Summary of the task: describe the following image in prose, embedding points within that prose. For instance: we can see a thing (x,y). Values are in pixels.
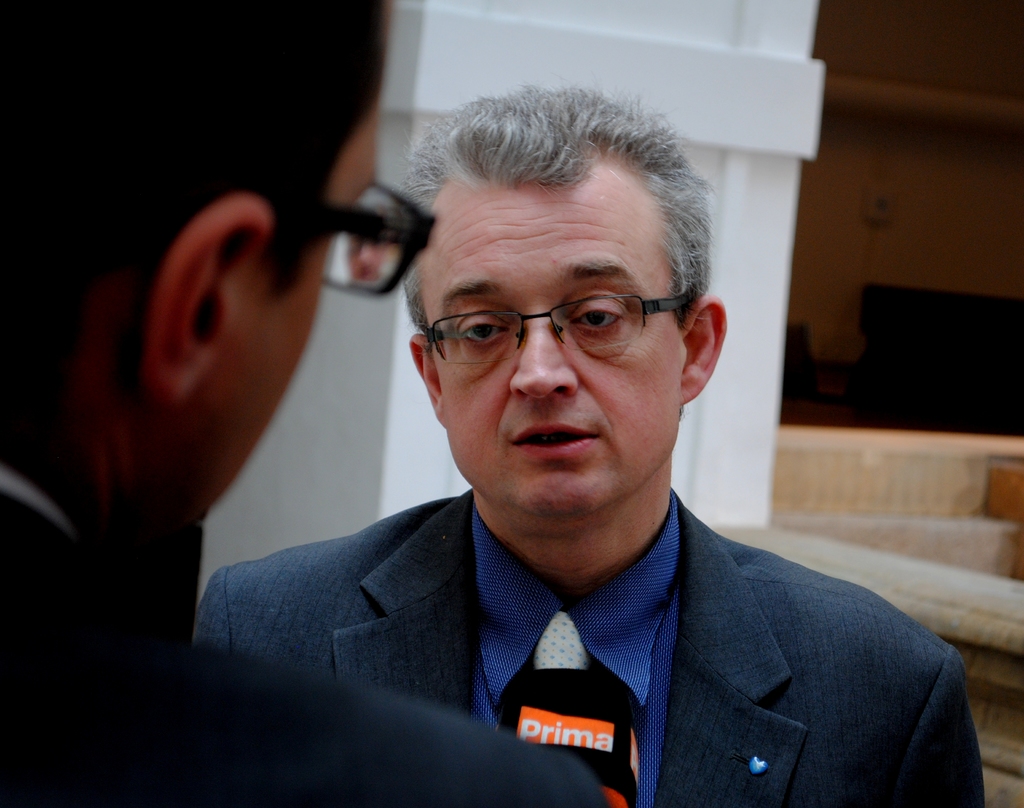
This image is taken indoors. In the background (936,125) there is a wall (901,139) and there is a pillar (748,139). In the middle of the image (530,431) there is a man (711,534). On the left side of the image (269,750) a man (326,765) is standing and he is holding a mic (556,736) in his hands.
